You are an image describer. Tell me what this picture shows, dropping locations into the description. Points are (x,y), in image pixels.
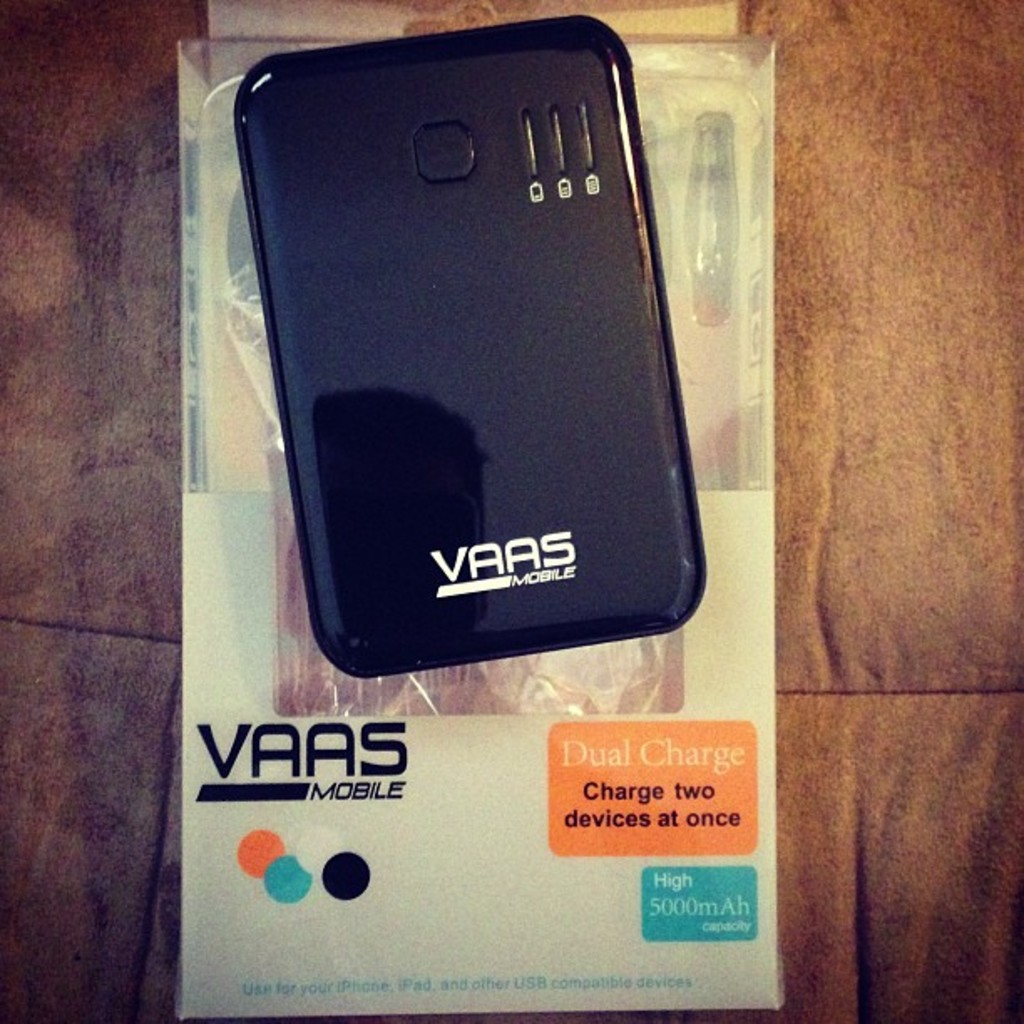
There is a black color power bank (487,494) which has vaas mobile written on it and there is a box (589,744) under it.
